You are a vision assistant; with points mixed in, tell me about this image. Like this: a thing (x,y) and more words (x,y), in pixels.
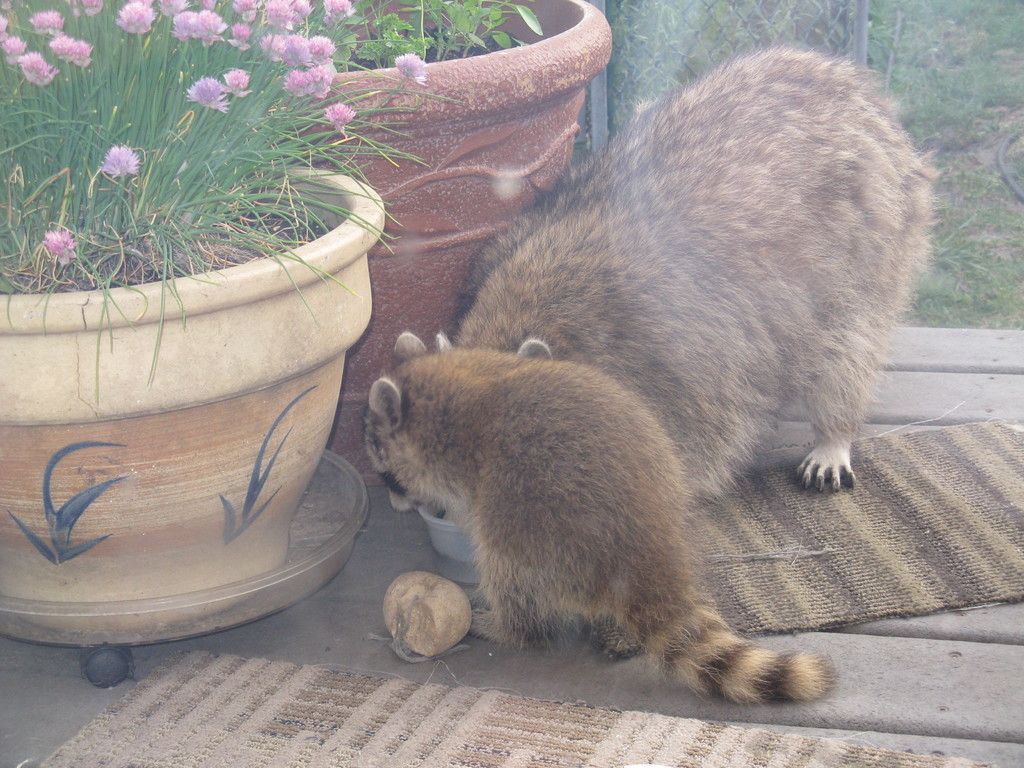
In this image in the front (620,292) there are animals (598,351) on the left side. There are plants (249,149) and pots (338,178). In the background (964,130) there is grass (896,55) on the ground (902,50).
